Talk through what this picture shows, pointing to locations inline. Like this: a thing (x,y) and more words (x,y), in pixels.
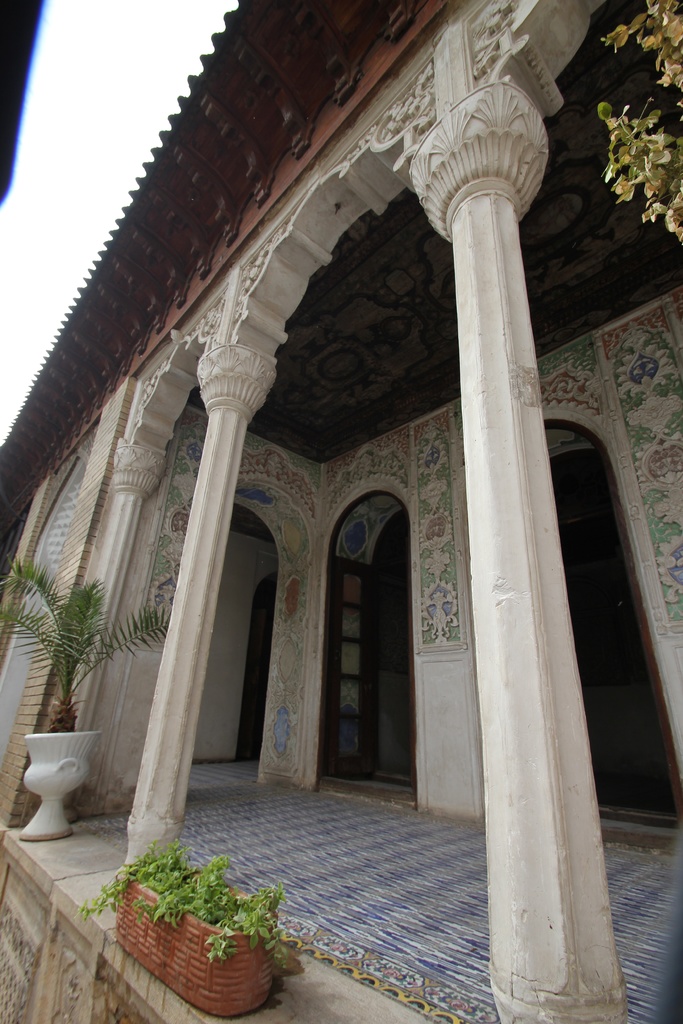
In this image, I can see a house (187,579) with the pillars (482,459) and designs (295,523) on the wall (624,398). At the bottom of the image (260,983), there are flower pots (209,986) with plants (183,892), which are placed on the floor (306,982). At the top right side of the image (635,173), I can see the leaves (648,121). In the background (51,299), there is the sky (60,303).
